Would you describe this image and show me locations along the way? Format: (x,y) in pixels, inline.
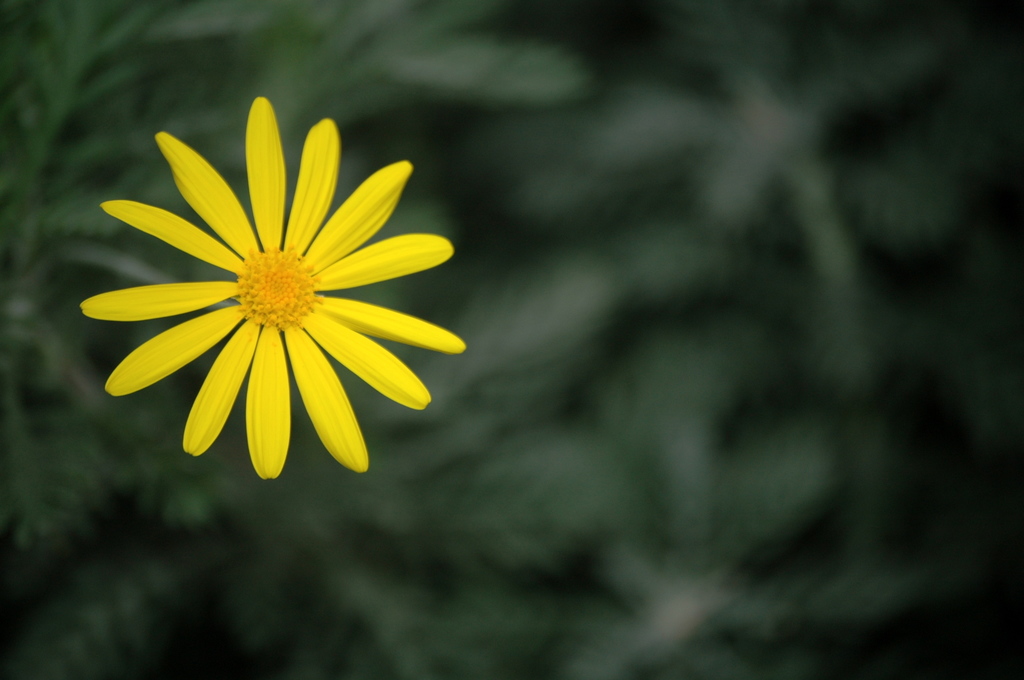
In this image we can see a yellow color flower (374,367). The background of the image (107,28) is blurred, which is in green color.
